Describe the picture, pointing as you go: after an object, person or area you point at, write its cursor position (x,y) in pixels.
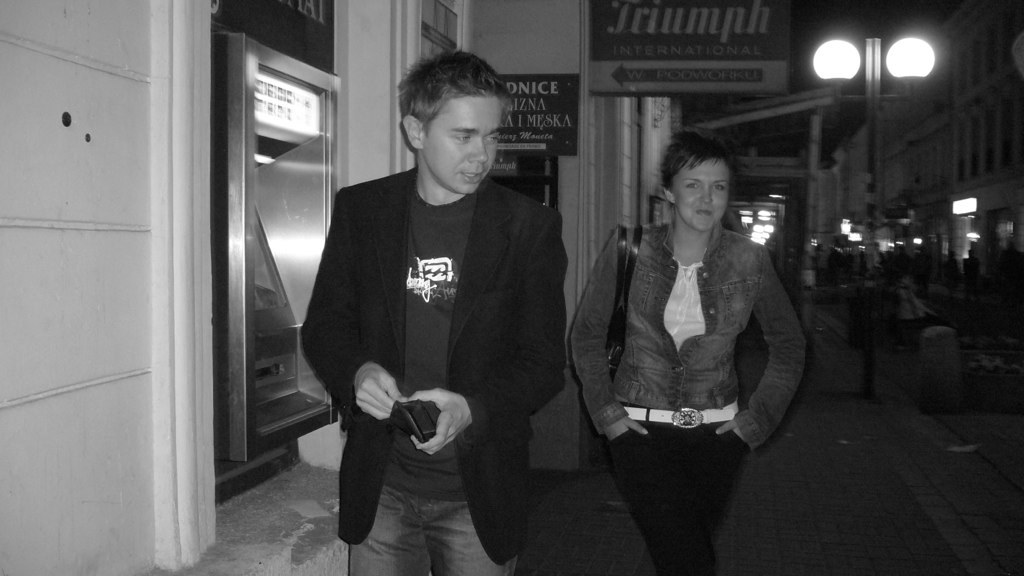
In this picture there is boy (450,255) wearing black color coat (528,301), standing and holding the black wallet (430,410) in the hand (439,422). Beside there is a woman (712,374) wearing blue jacket (712,374), smiling and giving a pose. Behind there is a white wall (583,71) and a naming board (658,89). In the background (824,75) there is a lamp post (871,366) and some buildings (917,125).
